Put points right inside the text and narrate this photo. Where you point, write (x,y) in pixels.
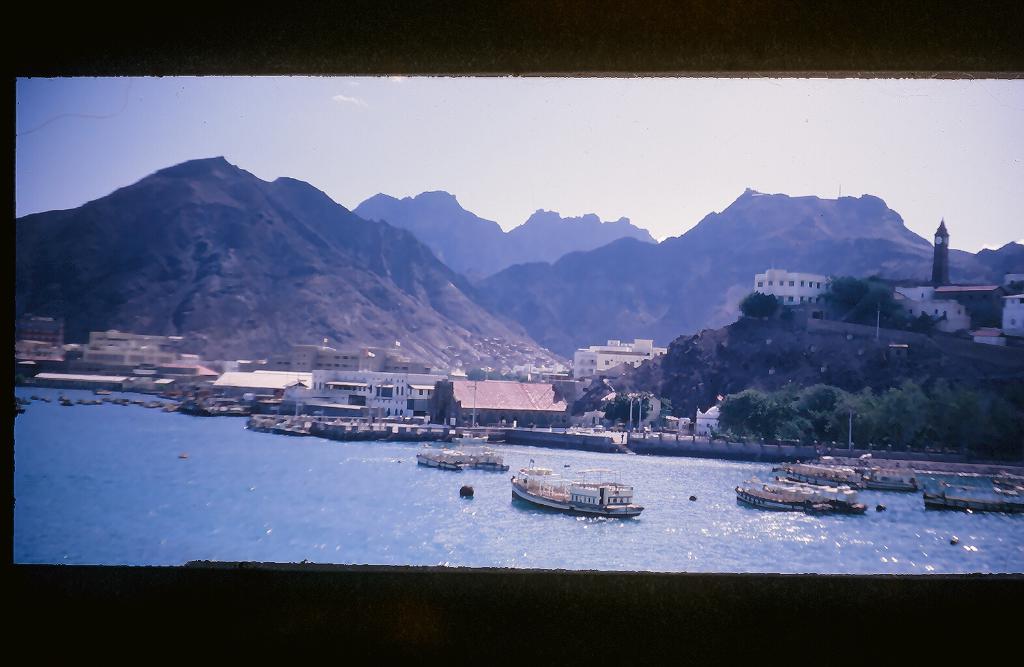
In this image we can see a screen (346,360). There are many buildings (373,384) in the image. There are many trees (941,403) at the right side of the image (886,408). We can see the sea (330,520) in the image. There are few mountains (449,248) in the image. There are few watercraft (839,479) in the image. We can see the sky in the image.
